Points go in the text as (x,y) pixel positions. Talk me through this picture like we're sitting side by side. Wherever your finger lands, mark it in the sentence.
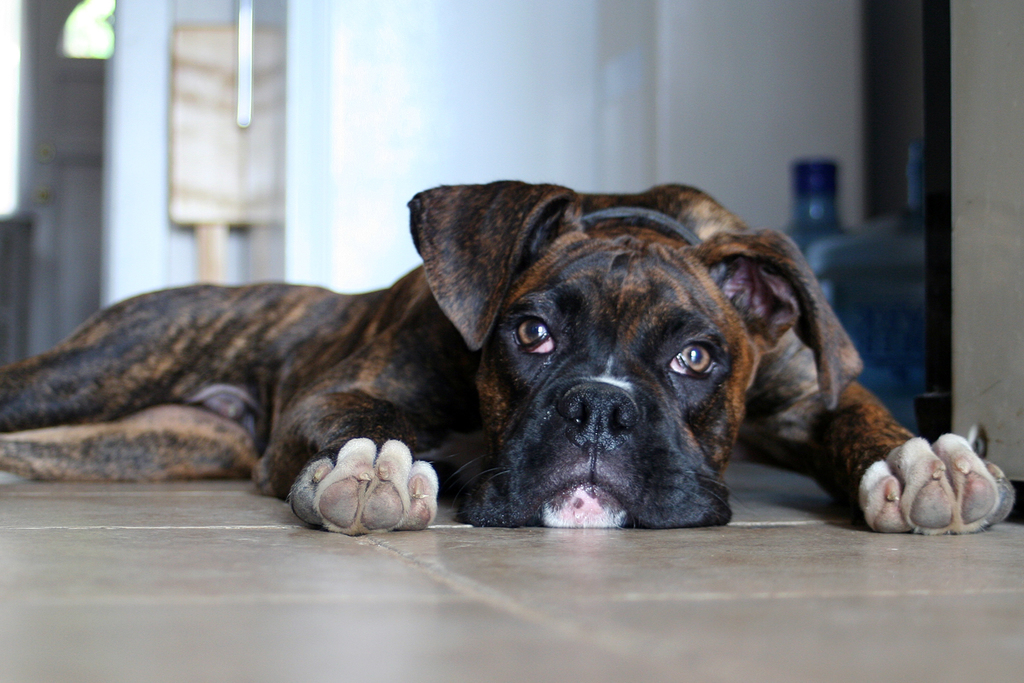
In this picture we can see a dog (60,411) on the ground (374,576) and in the background (1023,19) we can see a wall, water cans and some objects (951,82).
